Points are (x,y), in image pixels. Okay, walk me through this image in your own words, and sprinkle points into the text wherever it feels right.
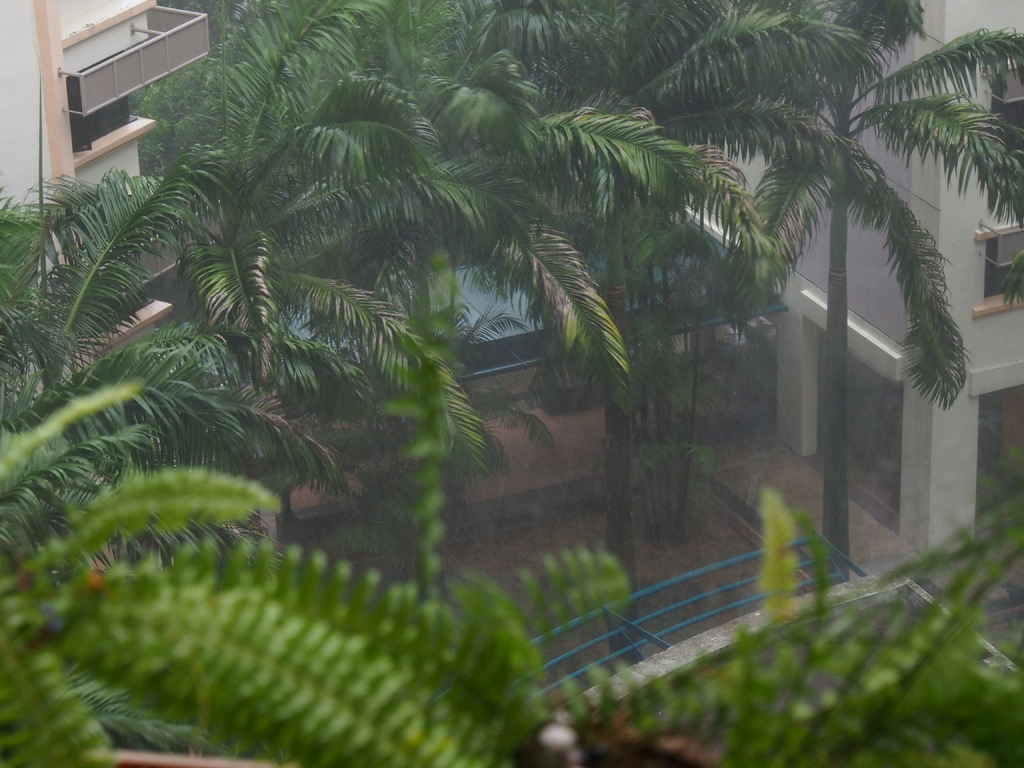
In this image I can see few trees (304,173) in green color. Background (27,135) I can see few buildings (873,263) in cream and white color.
